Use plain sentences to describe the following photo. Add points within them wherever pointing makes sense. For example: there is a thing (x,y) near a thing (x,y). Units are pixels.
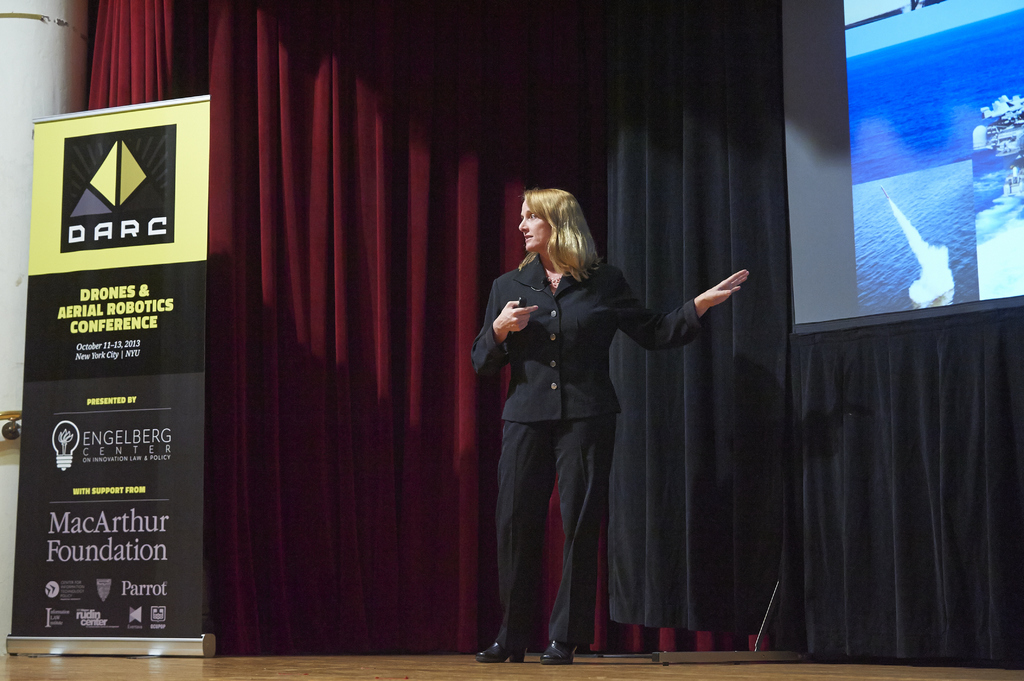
In this image, I can see a woman (571,595) standing on the floor (294,671). On the left side of the image (108,625), I can see a banner (95,472). On the right side of the image (837,152), this is a projector screen (915,223). Behind the woman (557,315) there are curtains (364,128) hanging.
